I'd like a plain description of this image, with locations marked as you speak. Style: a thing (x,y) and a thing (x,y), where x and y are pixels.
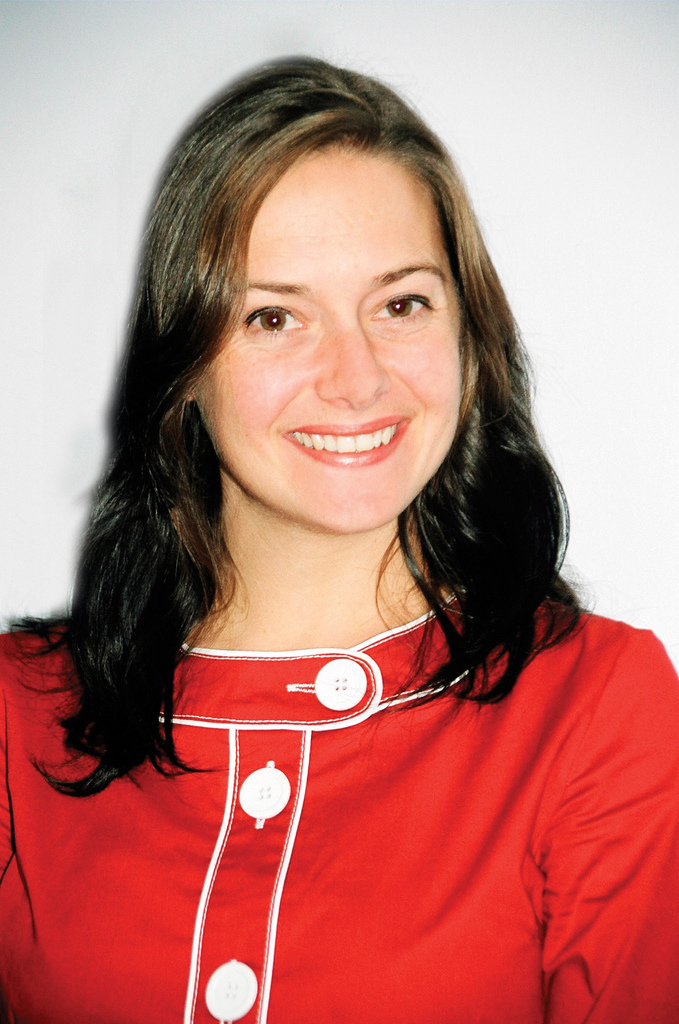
In this picture there is a woman (479,447) who is wearing red dress (469,707) and she is smiling. In the back (654,447) there is a wall (574,305).
